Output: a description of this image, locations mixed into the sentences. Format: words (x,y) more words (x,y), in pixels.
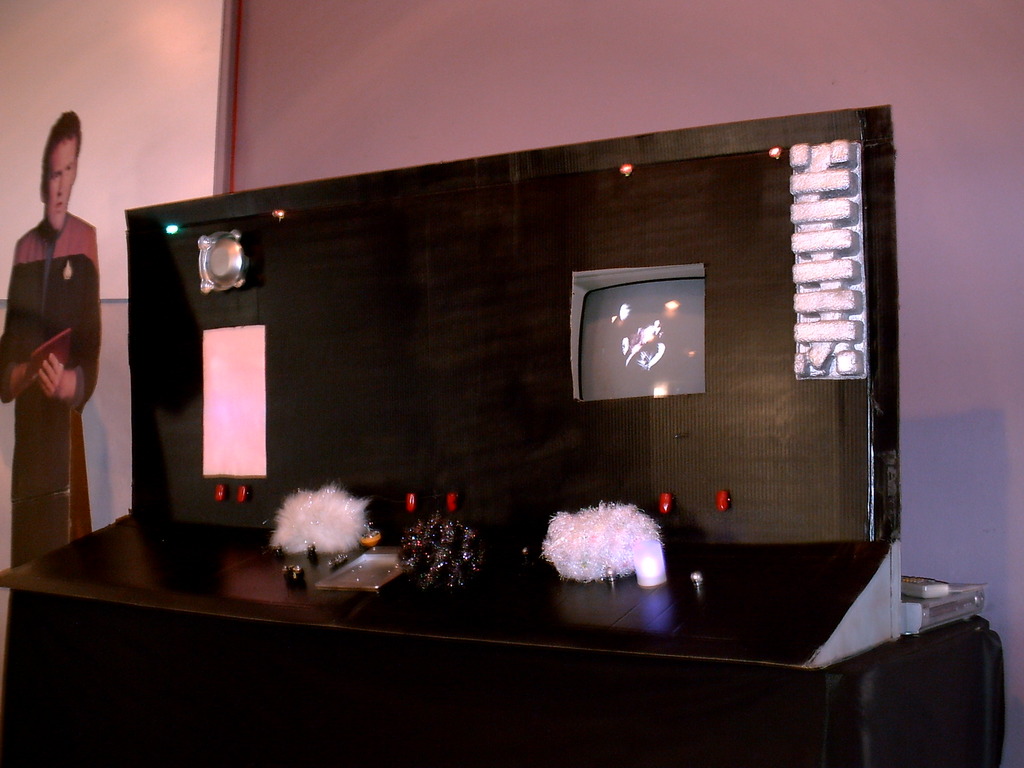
In this image I can see the black color object (386,327). In-front of the object (690,449) I can see few more objects (307,531) which are in white and black color. To the left (39,478) I can see the person (32,498) standing. In the background (586,117) I can see some electronic gadgets (934,595) and the wall (384,75).
